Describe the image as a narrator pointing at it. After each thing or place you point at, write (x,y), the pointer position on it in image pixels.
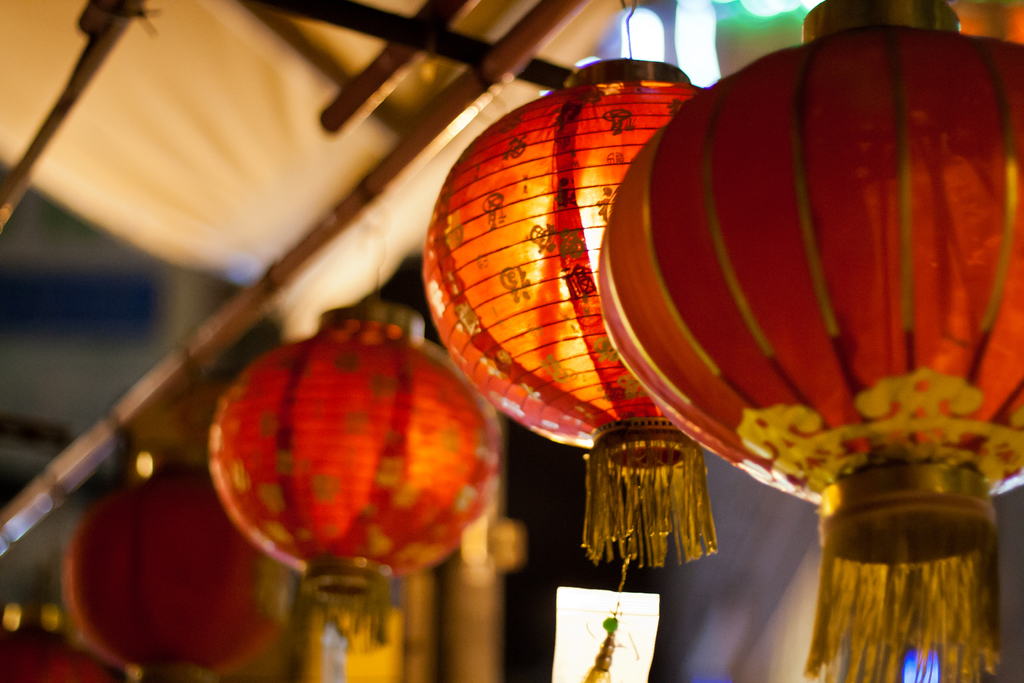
In this image we can see paper lanterns (562,316) tied to a bamboo stick (132,407).
